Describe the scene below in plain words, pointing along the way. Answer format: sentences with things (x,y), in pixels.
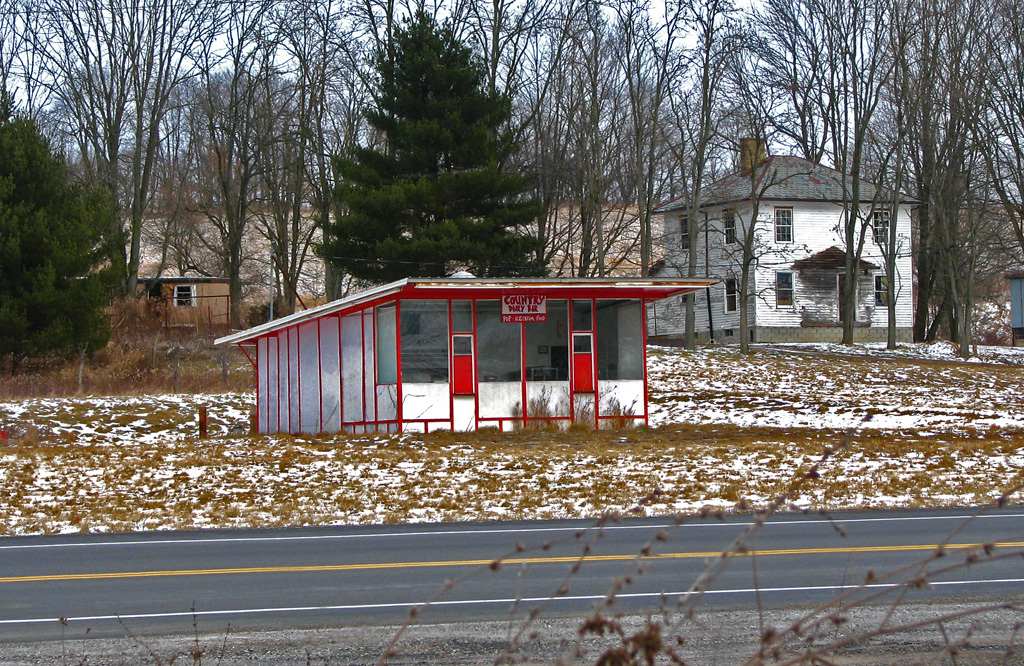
In the picture we can see a part of the road (275,566) and beside it, we can see a snow surface (302,477) and on it we can see dried leaves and a house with glasses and behind it, we can see some trees (10,191) and a house building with windows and behind it also we can see some trees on the slope (1005,299) and we can see a part of the sky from it.
